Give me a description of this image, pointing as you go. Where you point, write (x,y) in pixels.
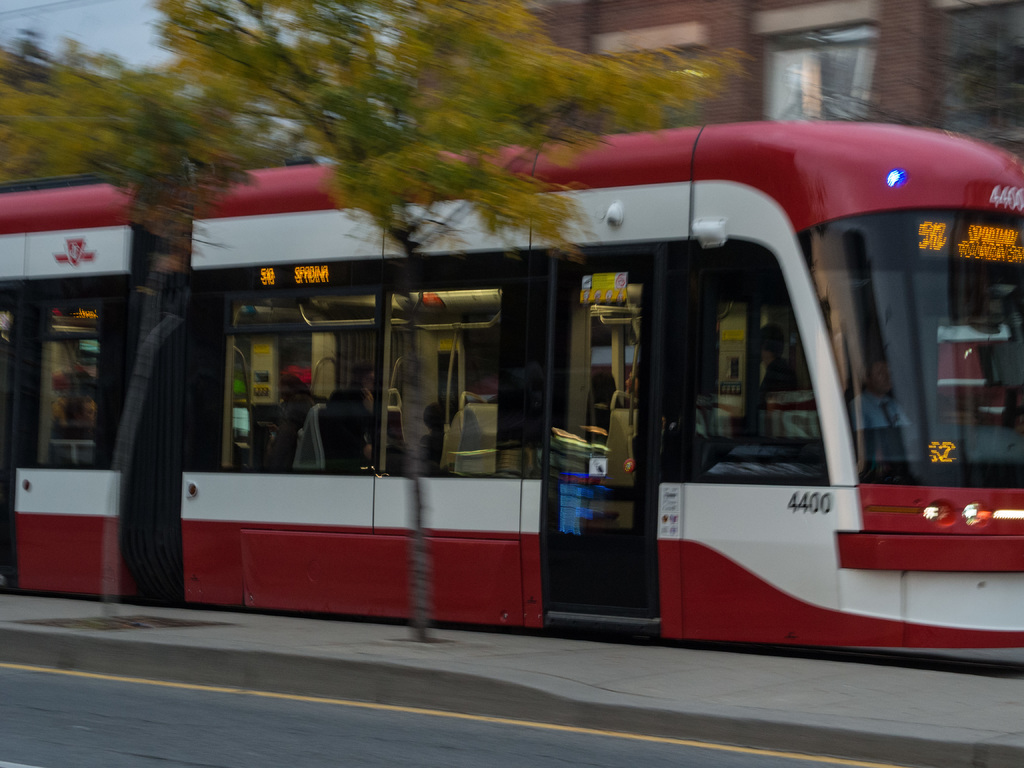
Here there are trees (65,137) and few persons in the bus (197,343) are riding on a road (244,724). In the background (807,54) there is a building (903,67), window (824,64), trees (17,103) and sky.
